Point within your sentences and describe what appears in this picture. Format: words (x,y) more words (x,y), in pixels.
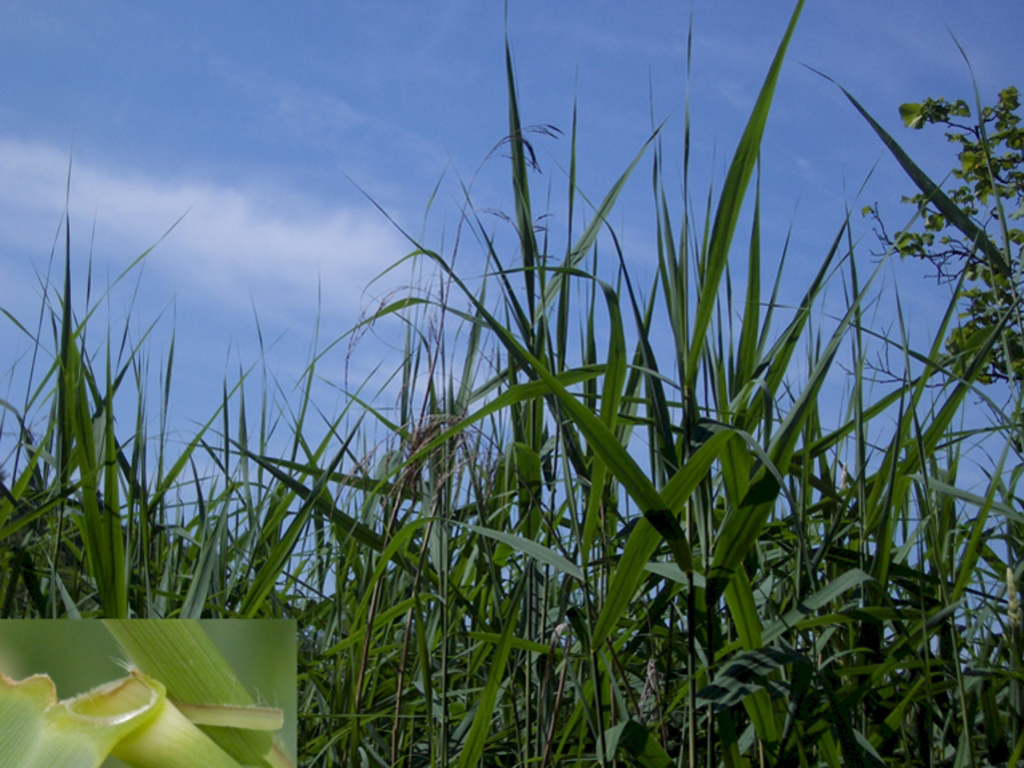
In this image I can see few green plants (747,511). The sky (510,256) is in blue and white color.
